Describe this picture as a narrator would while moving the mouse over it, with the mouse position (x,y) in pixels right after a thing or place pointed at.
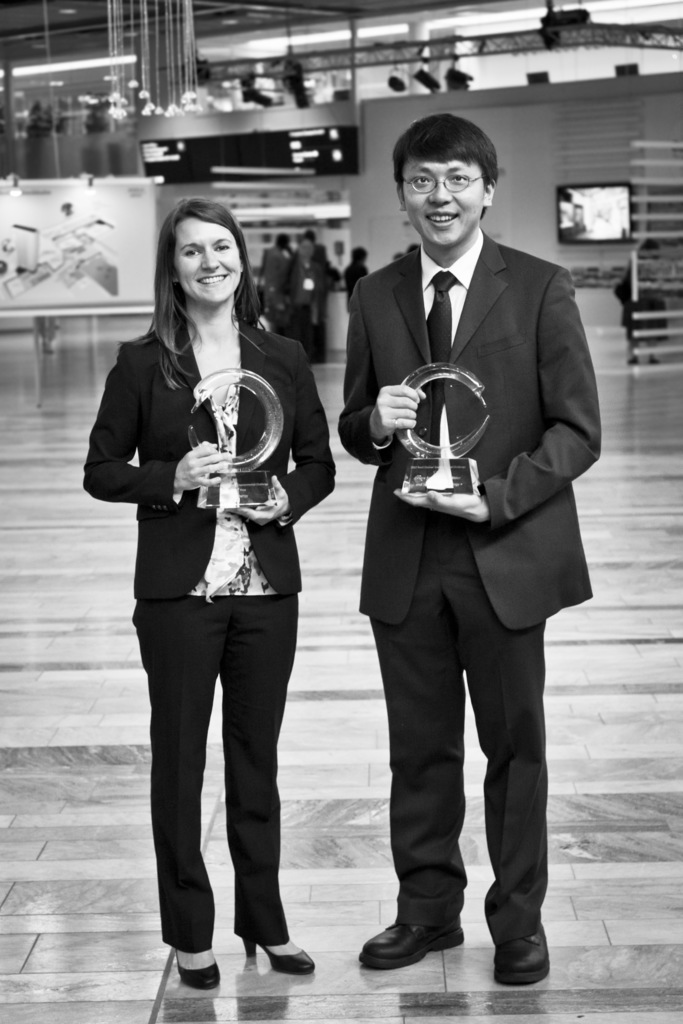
This picture describes about group of people (214,523), in the middle of the image (399,351) we can see a man (399,282) and woman (236,241), they both are smiling and they are holding shields (267,441), in the background (427,88) we can see few lights (90,178), metal rods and digital screens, it is a black and white photography.
